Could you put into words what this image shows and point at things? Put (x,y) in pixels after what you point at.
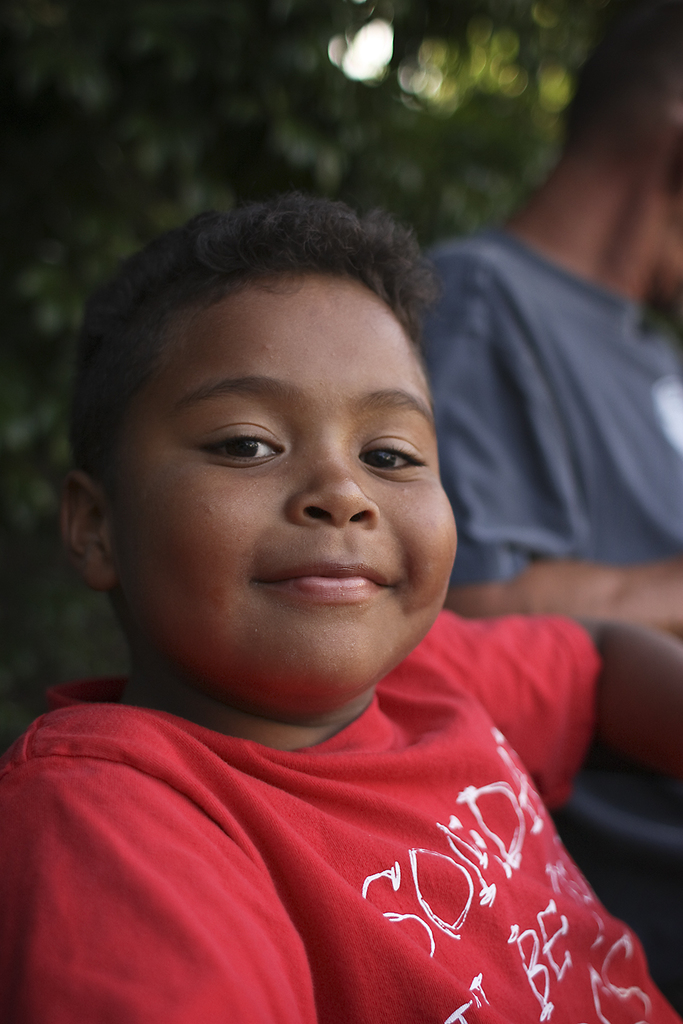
In the foreground (183,711) there is a picture of a boy (278,719) and the background of the boy (260,342) is blur.
